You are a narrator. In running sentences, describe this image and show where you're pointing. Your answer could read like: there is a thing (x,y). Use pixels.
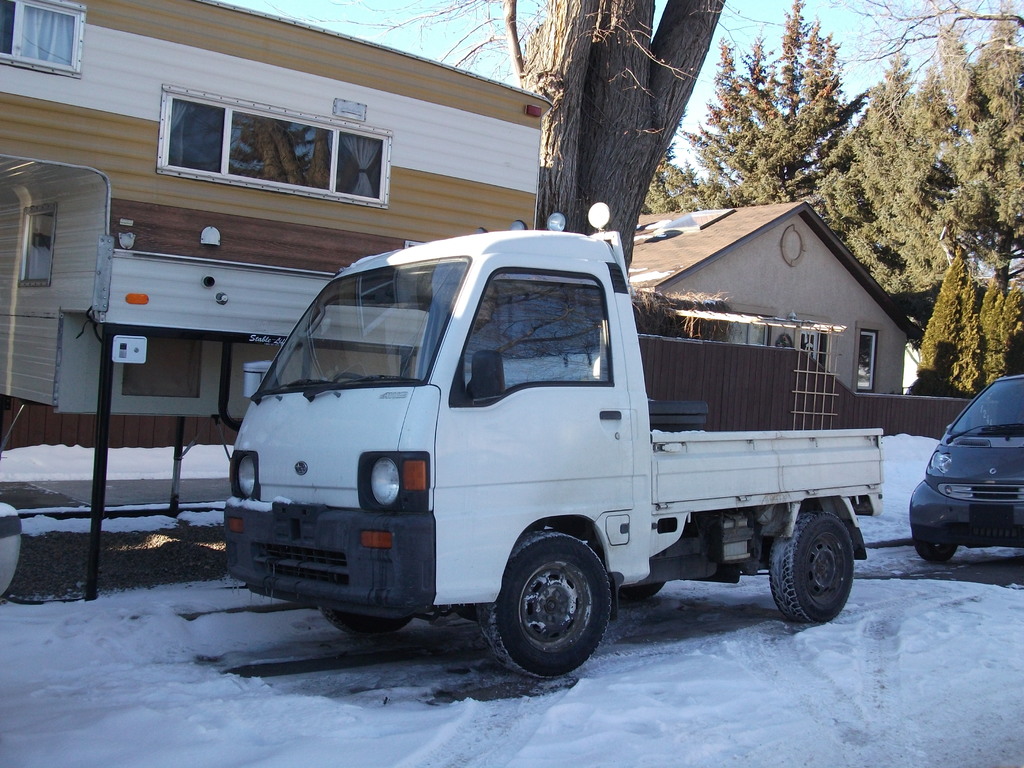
In the foreground of this image (806,429), there are two vehicles (706,533) on the road (471,678). At the bottom (416,728), there is snow (296,726). In the background (601,155), there is a tree trunk (598,184), two buildings (716,218), few trees (765,112) and the sky (380,18).
